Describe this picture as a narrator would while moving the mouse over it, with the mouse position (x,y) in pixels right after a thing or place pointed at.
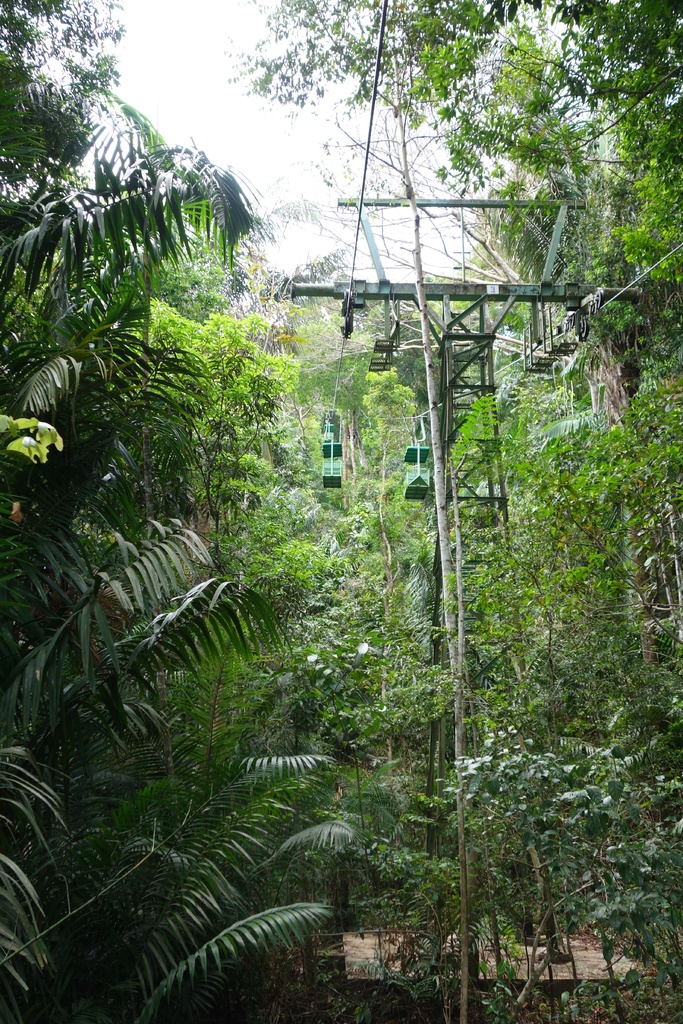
In this picture we can see trees (274,524), there is a tower (448,390) and a wire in the middle (448,375), we can see the sky (221,24) at the top of the picture (220,37).
